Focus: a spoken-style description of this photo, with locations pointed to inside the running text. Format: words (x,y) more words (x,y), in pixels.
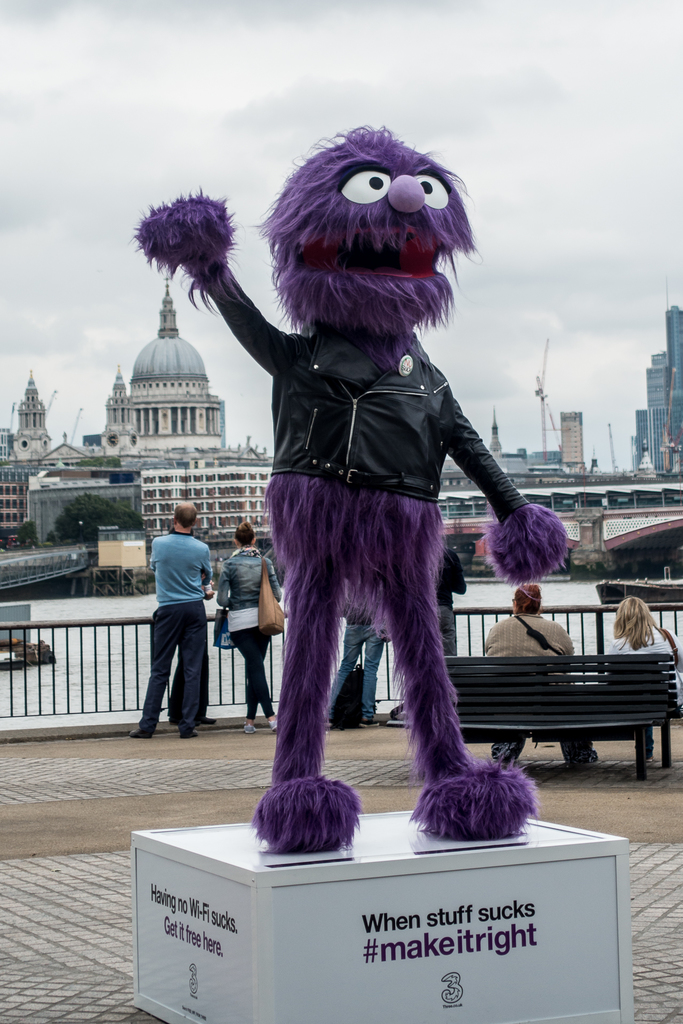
There is a doll (360,339) placed on a box (344,883). There are people (646,613) and we can see benches (617,697), fence (11,681) and boat (7,668) above the water (121,607). In the background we can see trees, buildings (237,472) and sky (554,163).
